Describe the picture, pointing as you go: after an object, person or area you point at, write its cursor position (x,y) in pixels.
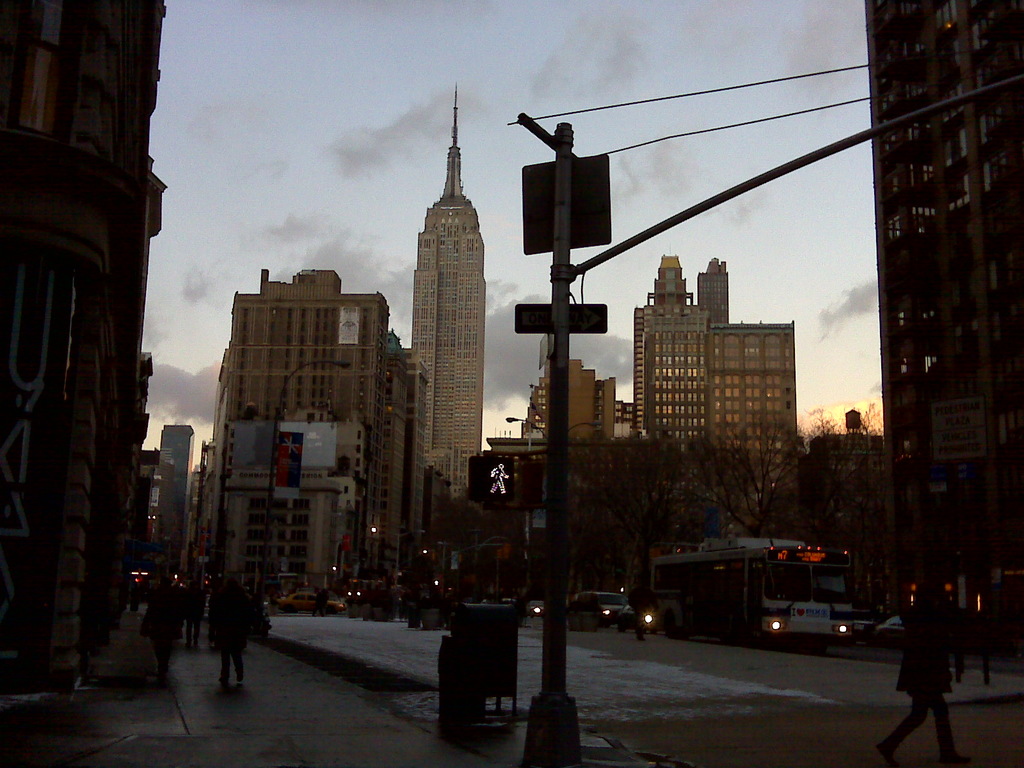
This picture is clicked outside. In the center (557,411) we can see a pole (564,183), cables (749,84) and some items (502,650) are placed on the ground (363,666) and we can see the group of persons (162,644), group of vehicles (898,633) and buildings (672,325) and we can see the street lights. In the background (445,37) we can see the sky (303,142).
